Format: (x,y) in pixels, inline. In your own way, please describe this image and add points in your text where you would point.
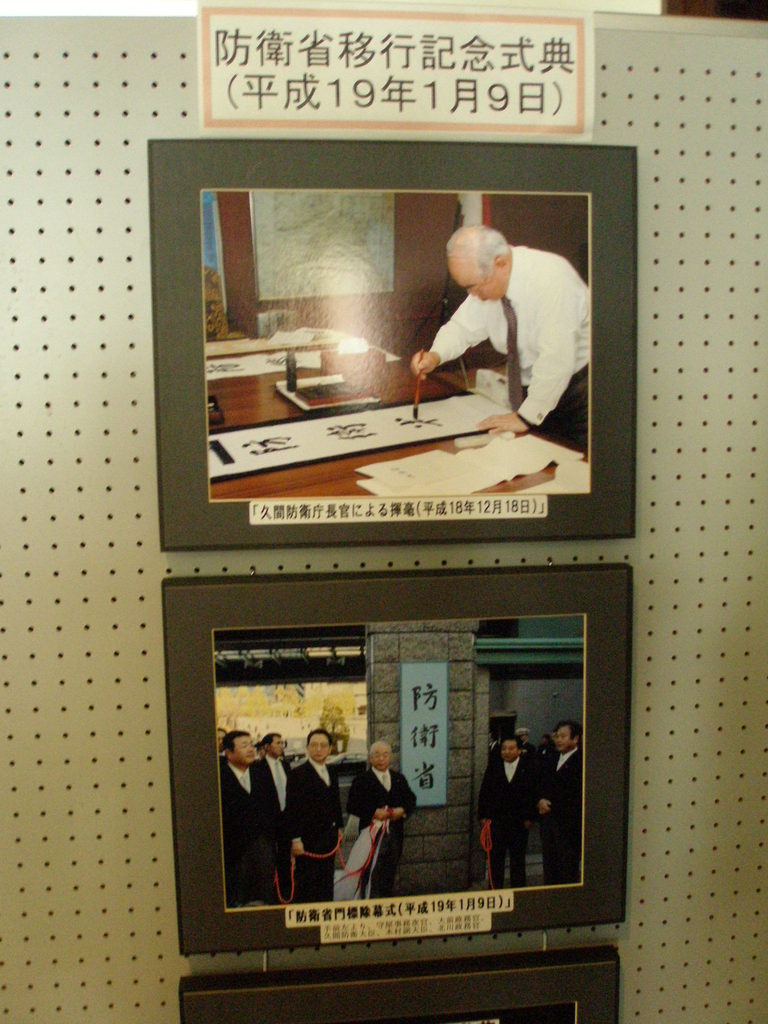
In the image we can see there are photo frames (609,385) kept on the iron sheet wall (747,483). In the photo frames (507,225) there is a person (509,357) standing and he is holding brush (415,389) in his hand (419,360). He is doing calligraphy (324,438) and in another photo frame (412,809) there are people (365,811) standing. There is a photo frame (428,717) on the wall (512,945).
